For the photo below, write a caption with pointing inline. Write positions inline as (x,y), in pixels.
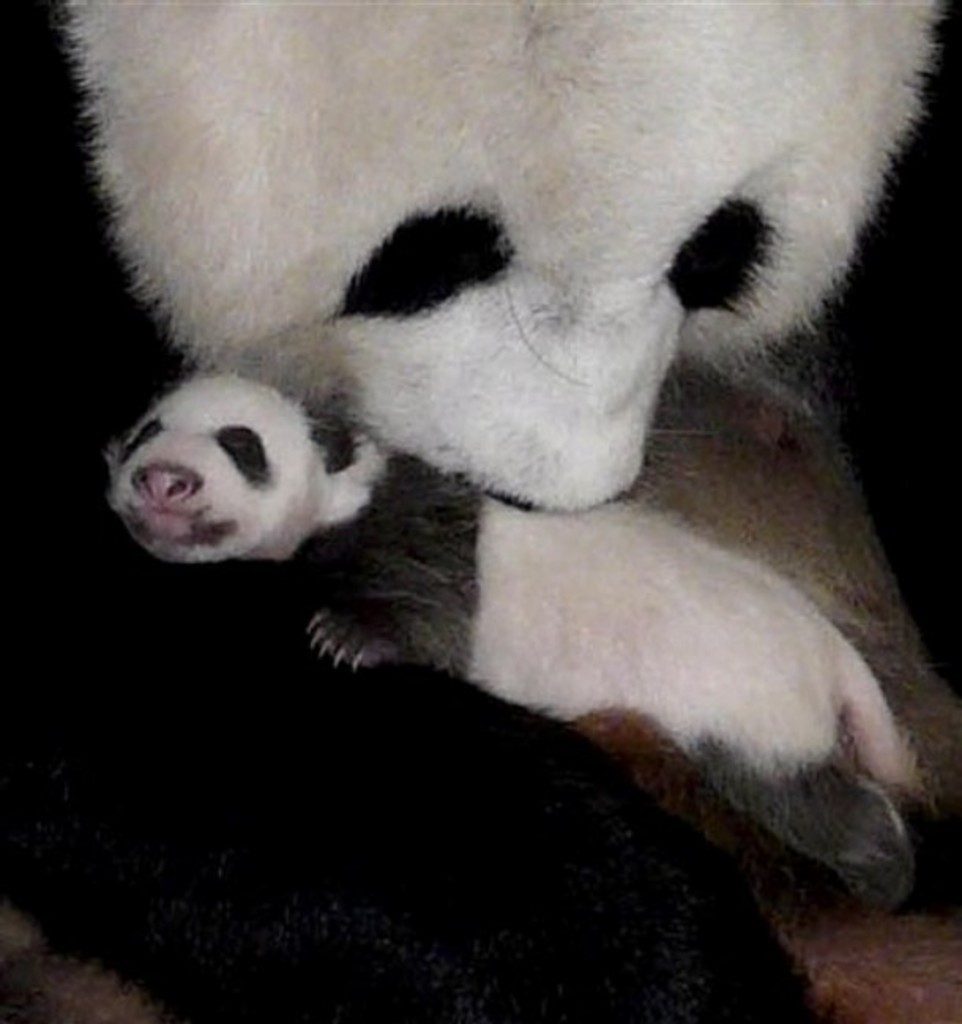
We can see animals (252,889) on the surface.
